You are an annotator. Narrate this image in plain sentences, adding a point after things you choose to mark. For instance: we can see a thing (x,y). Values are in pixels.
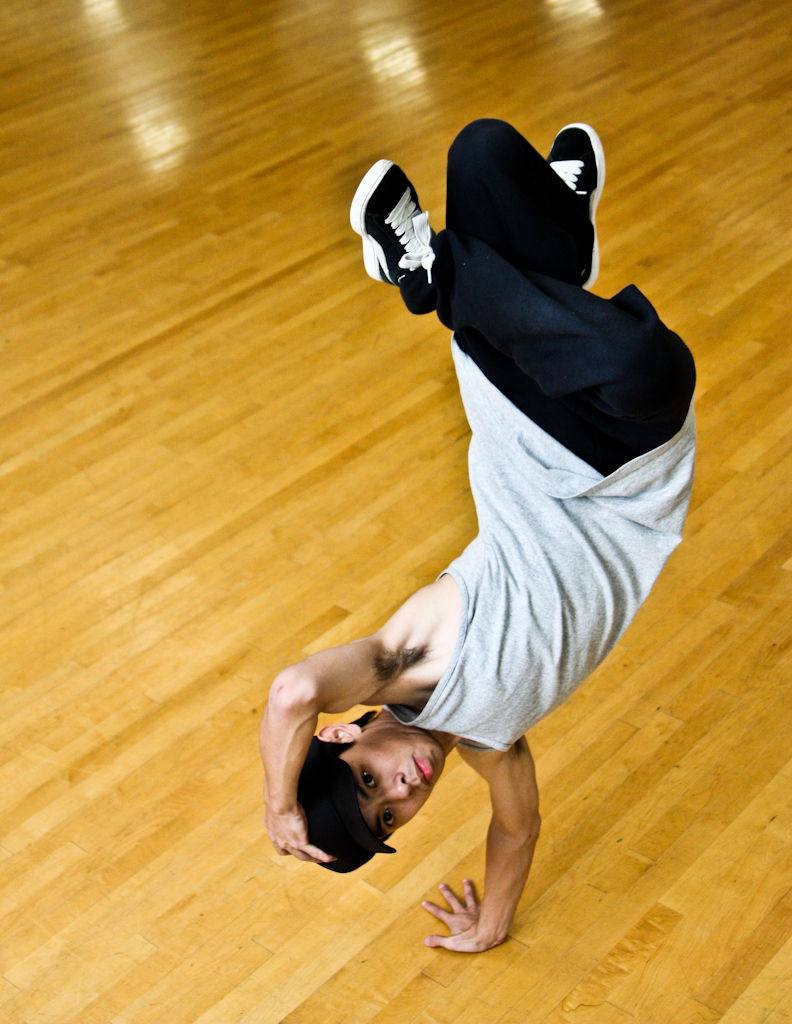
In the center of the image (437,621) there is a person (362,844) performing on the floor (265,219).
